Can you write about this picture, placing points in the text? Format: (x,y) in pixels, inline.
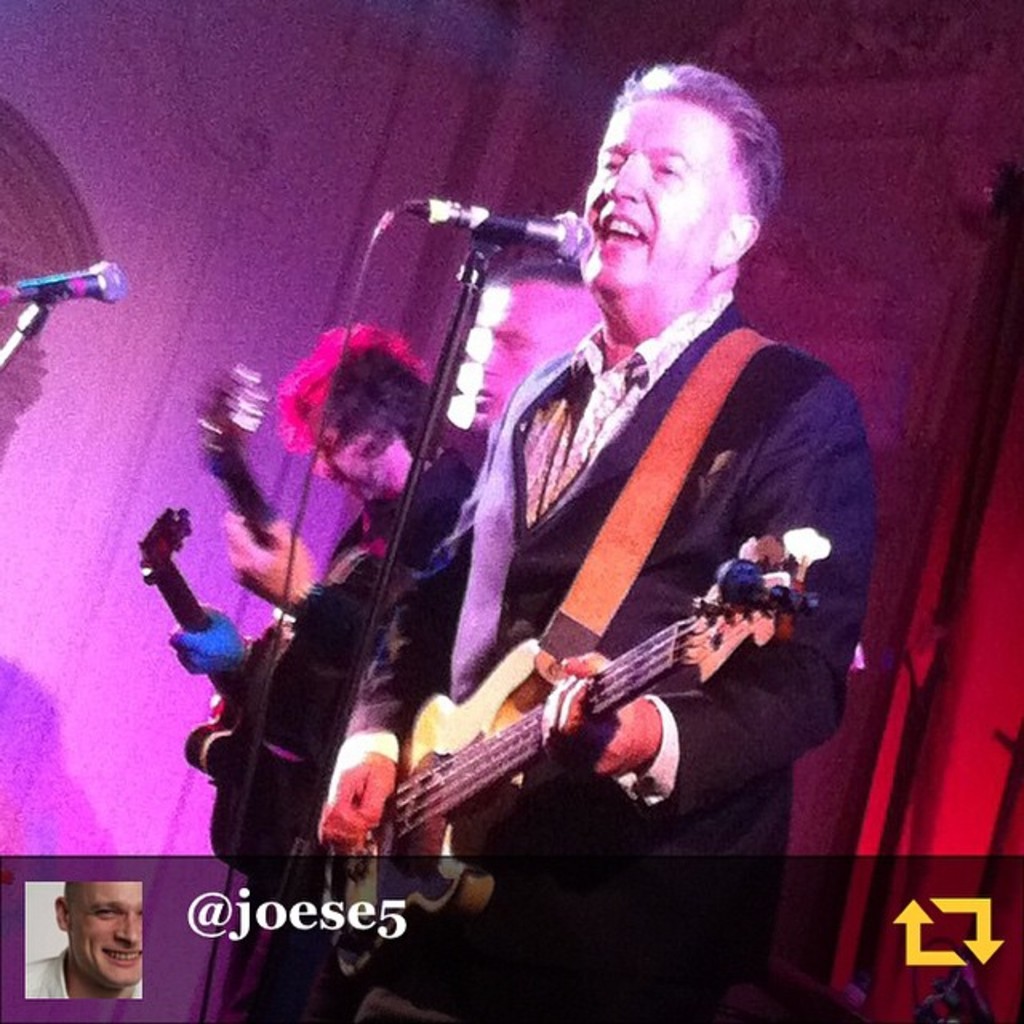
A man (610,840) is standing by holding a guitar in his hands (563,748) and he is singing in the microphone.
